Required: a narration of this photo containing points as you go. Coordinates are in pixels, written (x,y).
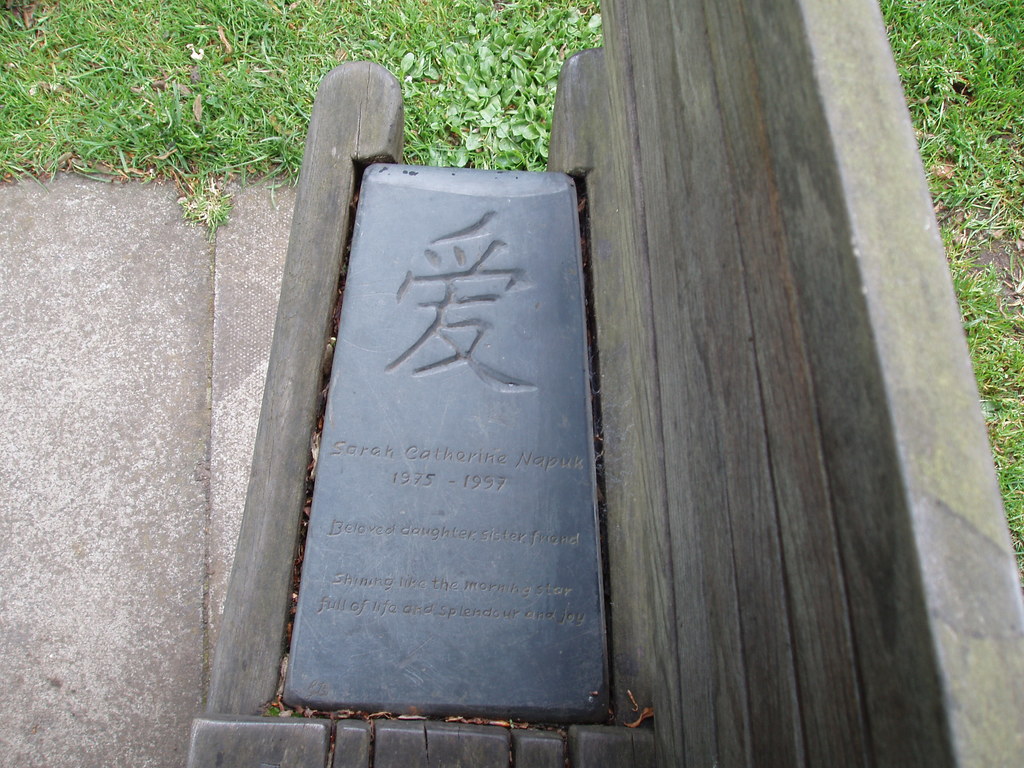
In this picture we can see a stone board (507,536) on a wooden bench (273,443) on the ground (253,352) and in the background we can see the grass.
